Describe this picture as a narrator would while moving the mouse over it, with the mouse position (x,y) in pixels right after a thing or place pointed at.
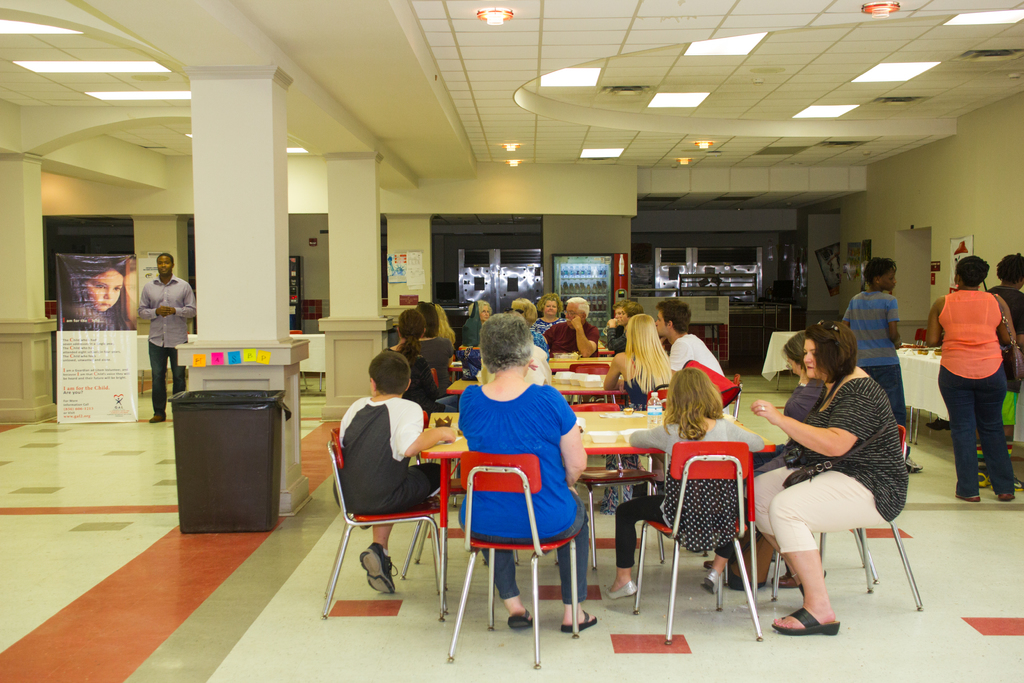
There are few persons (557,475) sitting on the chair (413,546) at the table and on the table (629,424) there are food items (566,381) and water bottles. On the left (167,371) we can see a man (175,323) at the hoarding (123,396). On the right (948,368) there are 3 people (880,315) at the table (932,376) and in the middle (593,279) there is a wall (848,282) and a electronic device (612,286). On the rooftop (366,123) there are lights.
